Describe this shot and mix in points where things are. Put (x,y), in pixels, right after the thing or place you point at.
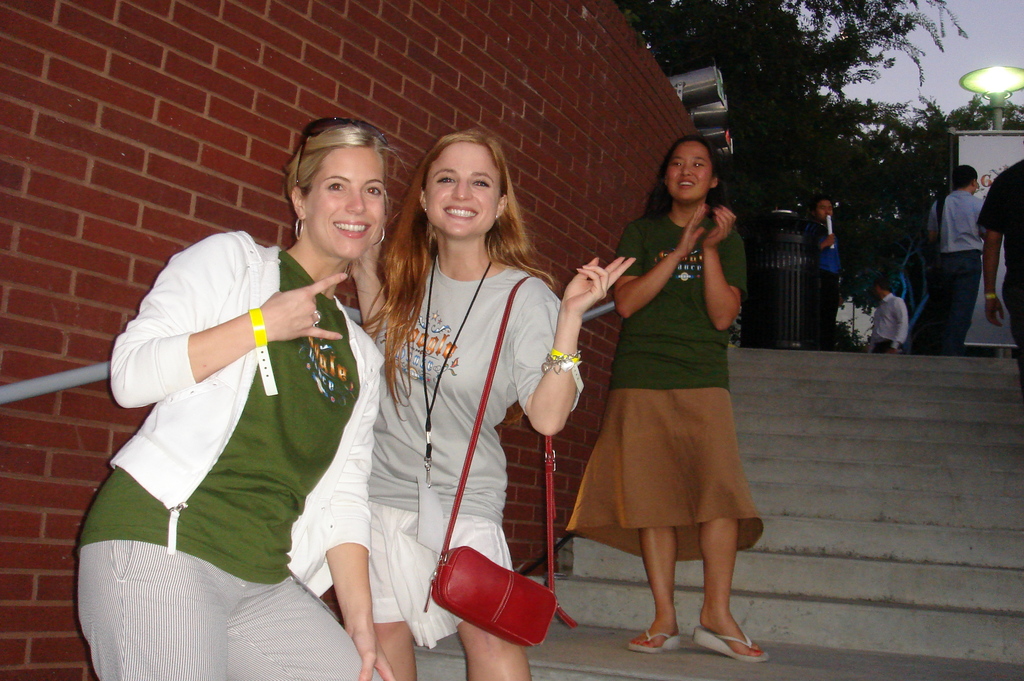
In this image we can see the women (438,295) standing and smiling. We can also see the stairs (885,515), brick wall (578,166), lights (691,74), banner (1003,148) and also the people (1011,233) in the background (996,267). We can also see the trees (815,90) and also the sky (943,78).
